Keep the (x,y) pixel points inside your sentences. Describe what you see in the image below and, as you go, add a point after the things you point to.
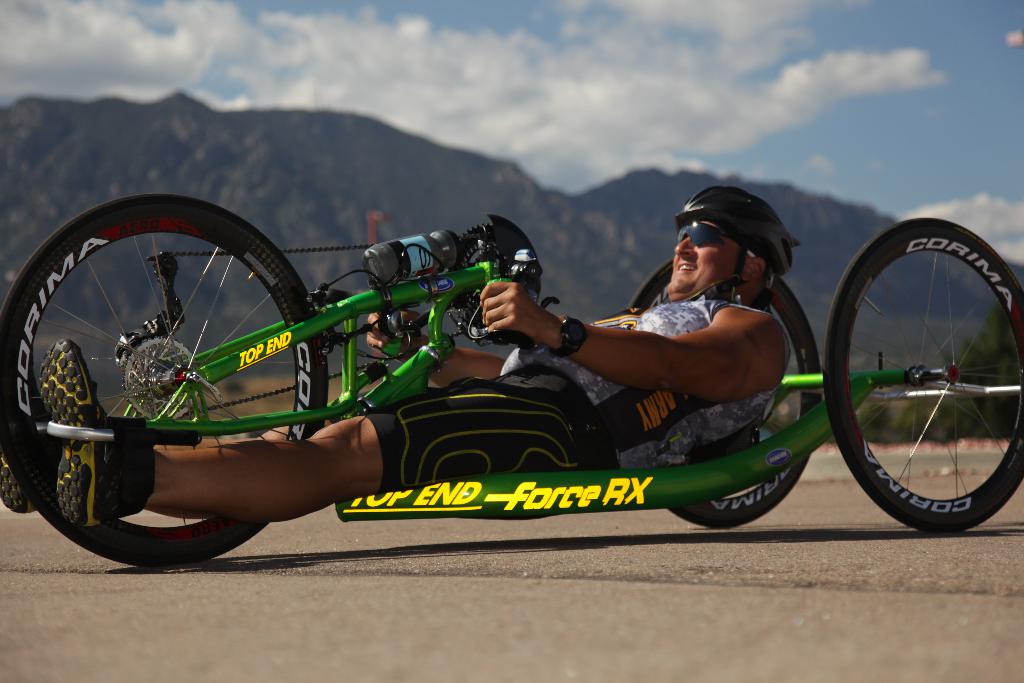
This is the man (604,388) wearing helmet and riding vehicle (233,419). This looks like a kind of bicycle (283,343) with three wheels (799,324). This is green in color. At background (293,212) I can see mountains (491,187) and trees (992,317). This is clouds (865,67) in the sky (820,75).
